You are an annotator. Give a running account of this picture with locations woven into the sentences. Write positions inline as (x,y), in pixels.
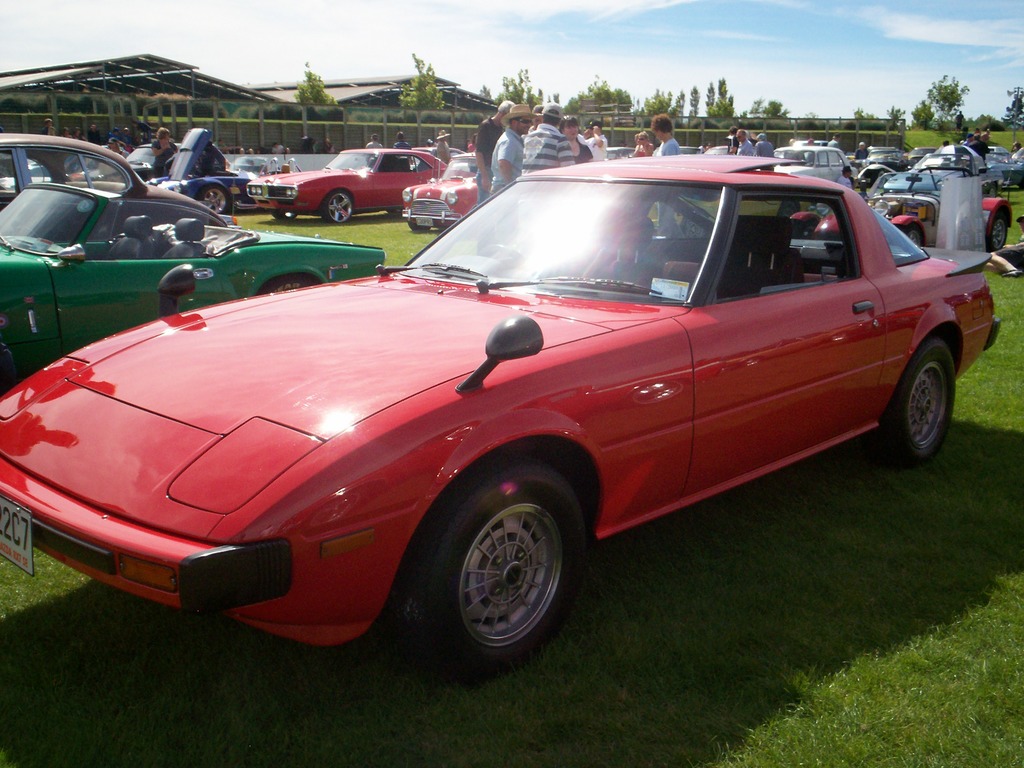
In this image we can see vehicles (369,360). On the ground (663,619) there is grass (795,608). In the back (507,151) there are people (505,147). Also there are buildings (278,90) and trees (750,112). And there is sky (792,28) with clouds (925,35).
